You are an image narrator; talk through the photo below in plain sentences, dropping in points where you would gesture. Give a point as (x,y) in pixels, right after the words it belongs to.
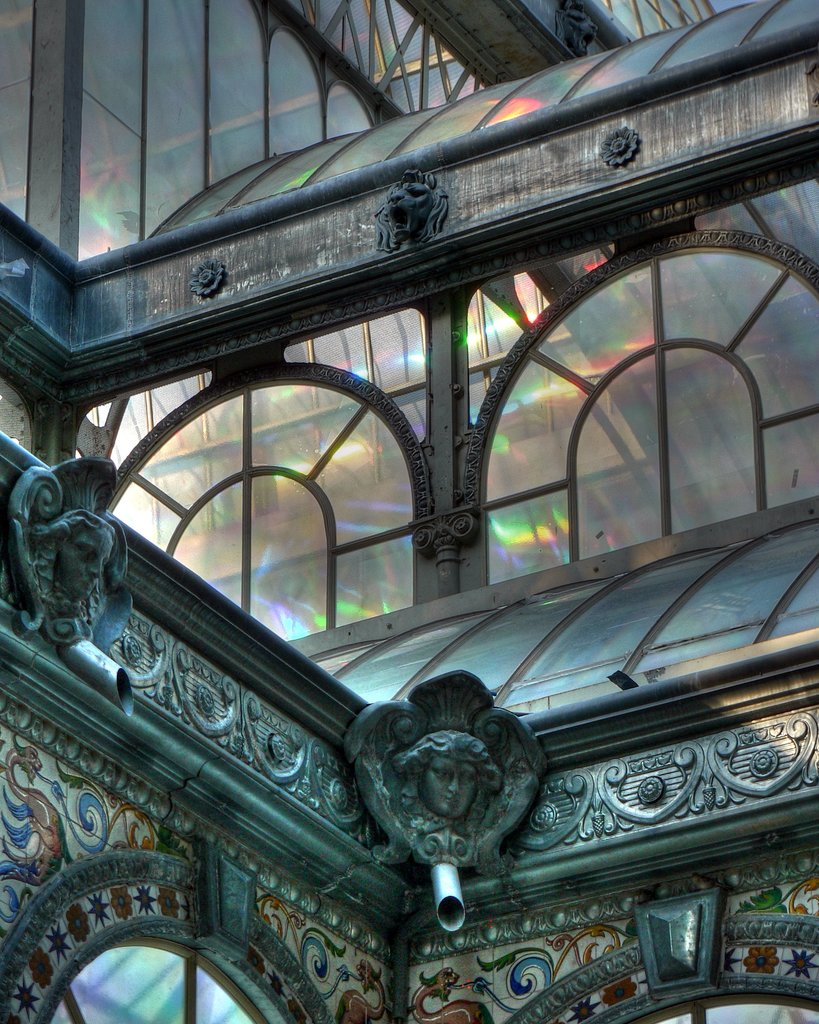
In this image, we can see glass building (521,545), pipes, sculptures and carvings (574,993).
